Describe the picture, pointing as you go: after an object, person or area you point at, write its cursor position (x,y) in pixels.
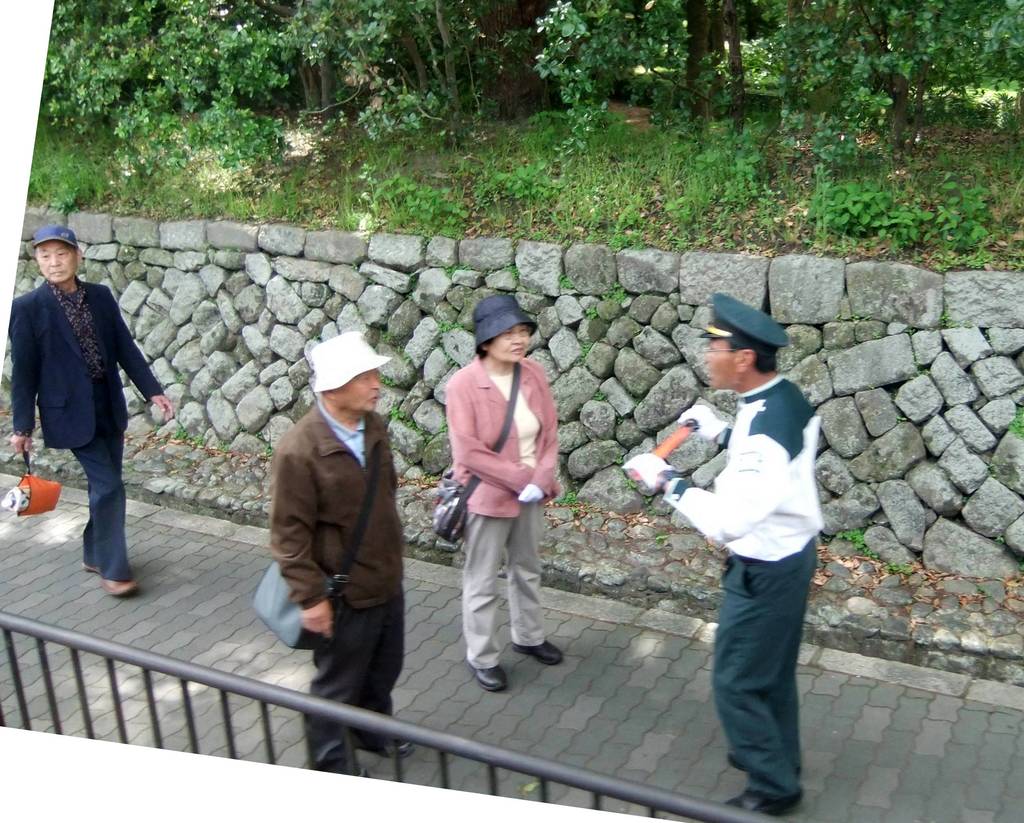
There are three people (303,562) standing and these two people (320,572) wore bags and hats (317,365). This man (112,528) walking and holding an object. We can see fence (519,767). In the background (409,252) we can see wall (409,252), trees (888,79) and plants (430,149).
